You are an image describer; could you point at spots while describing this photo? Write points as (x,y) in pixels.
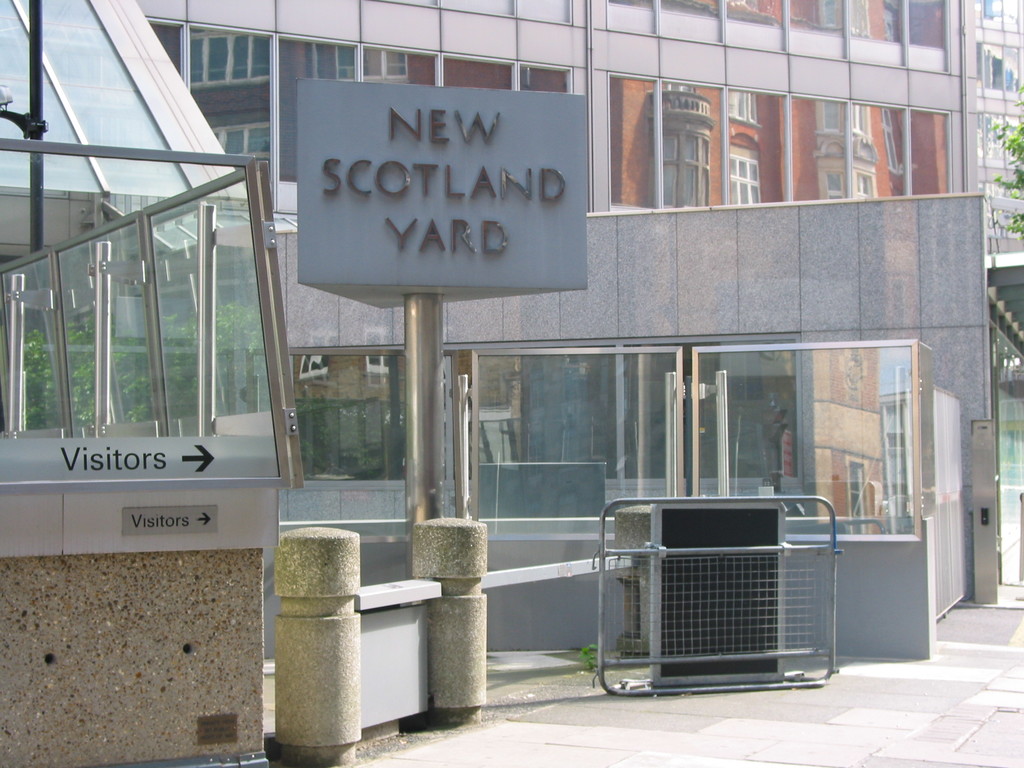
In this image we can see buildings (641,195), name boards (380,295), sign boards (374,282), barrier poles (459,682) and trees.
